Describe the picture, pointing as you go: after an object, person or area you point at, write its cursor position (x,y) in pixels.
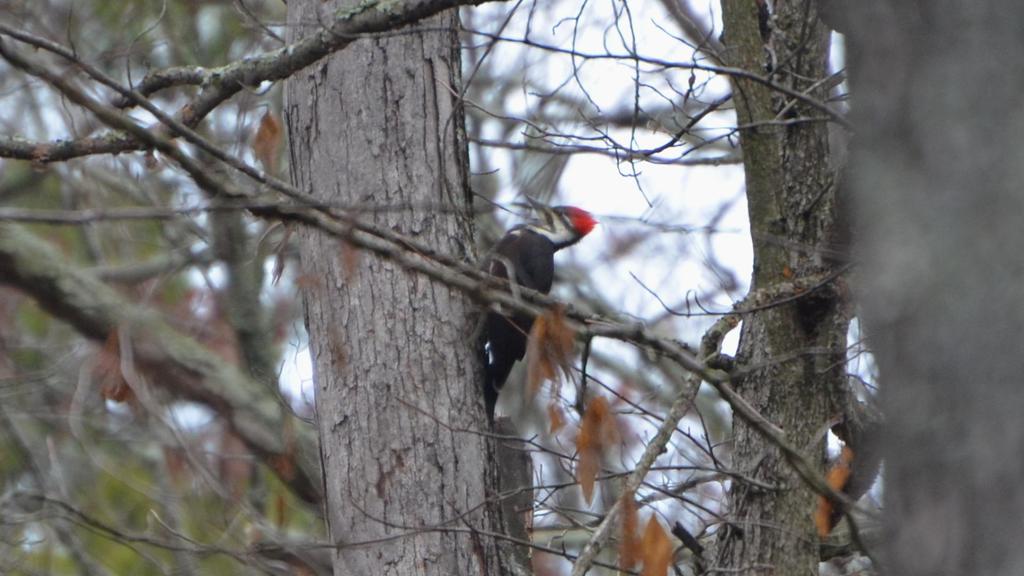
In this image I can see a bird (528,265) which is black, white and red in color is on the tree trunk (440,242) which is ash in color. In the background (604,181) I can see few trees (55,231) and the sky (618,187).
